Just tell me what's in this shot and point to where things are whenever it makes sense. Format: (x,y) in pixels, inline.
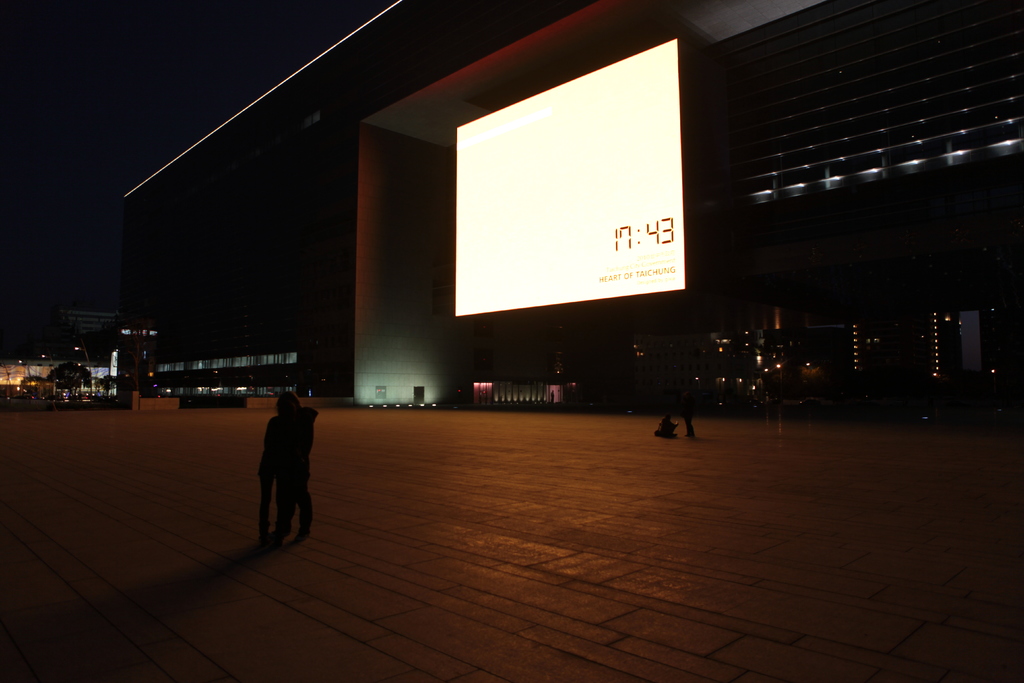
In this image in the center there are persons (291,464) standing. On the right side (745,258) there is a building (496,377) and there is a screen (593,238), on the screen (623,241) there are numbers (653,231) written on it and in the background (86,354) there are buildings (215,339) and there are lights (236,390).
